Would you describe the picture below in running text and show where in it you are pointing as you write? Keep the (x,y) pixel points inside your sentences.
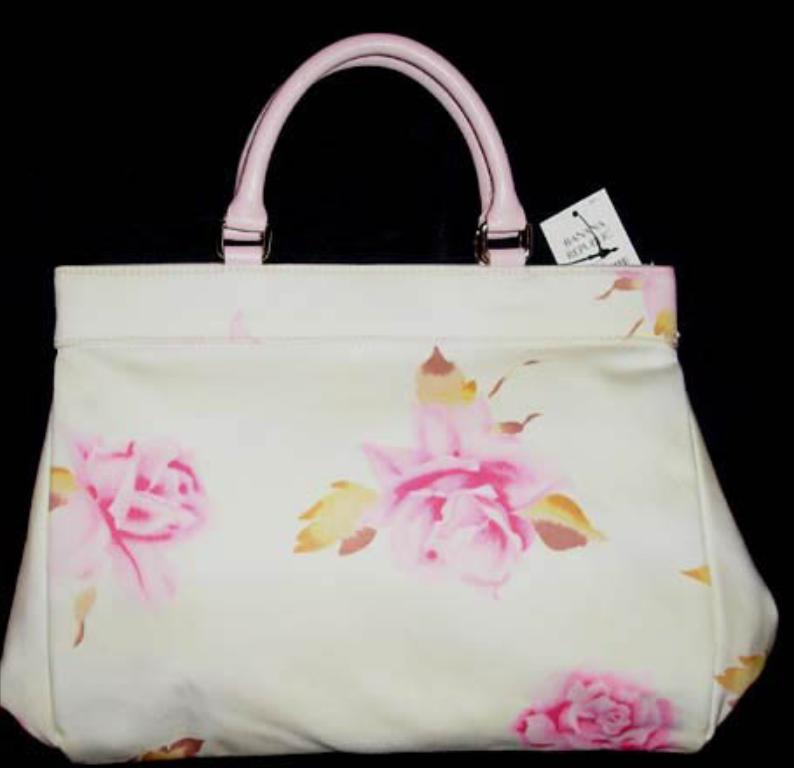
In this image there is a handbag (361,383) to which there is a tag (613,235) attached.
